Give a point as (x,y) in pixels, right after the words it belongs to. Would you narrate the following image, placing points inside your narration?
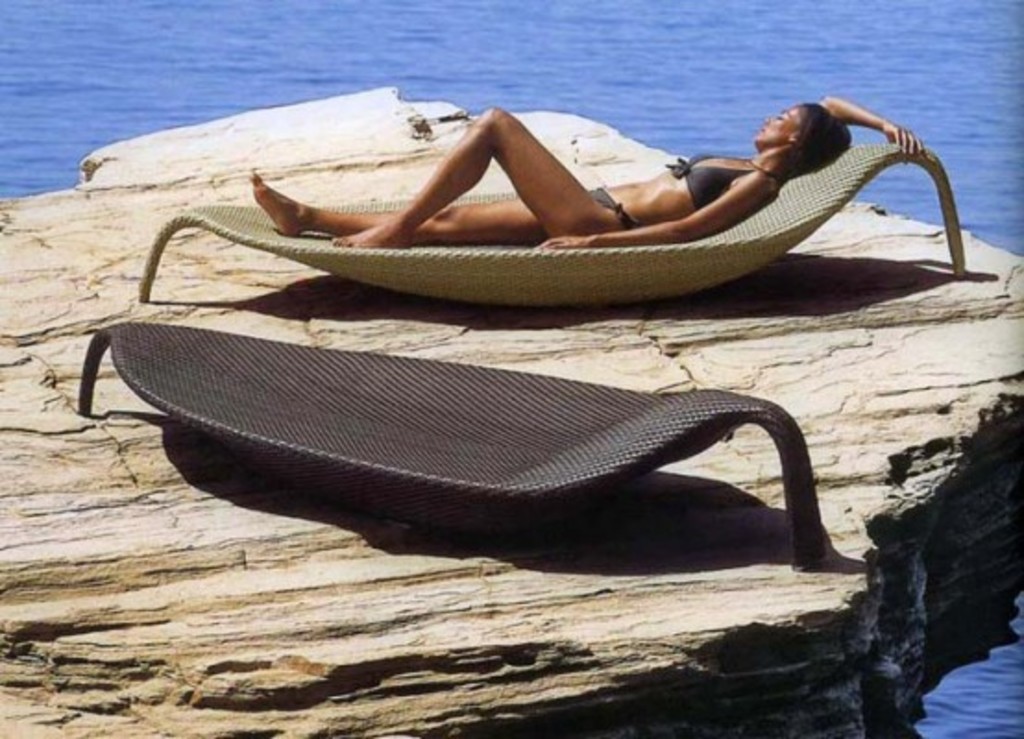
In this image we can see a woman (698,204) on the beach bed (681,255) which is on the rock (864,357). We can also see the water (964,709) in this image.
